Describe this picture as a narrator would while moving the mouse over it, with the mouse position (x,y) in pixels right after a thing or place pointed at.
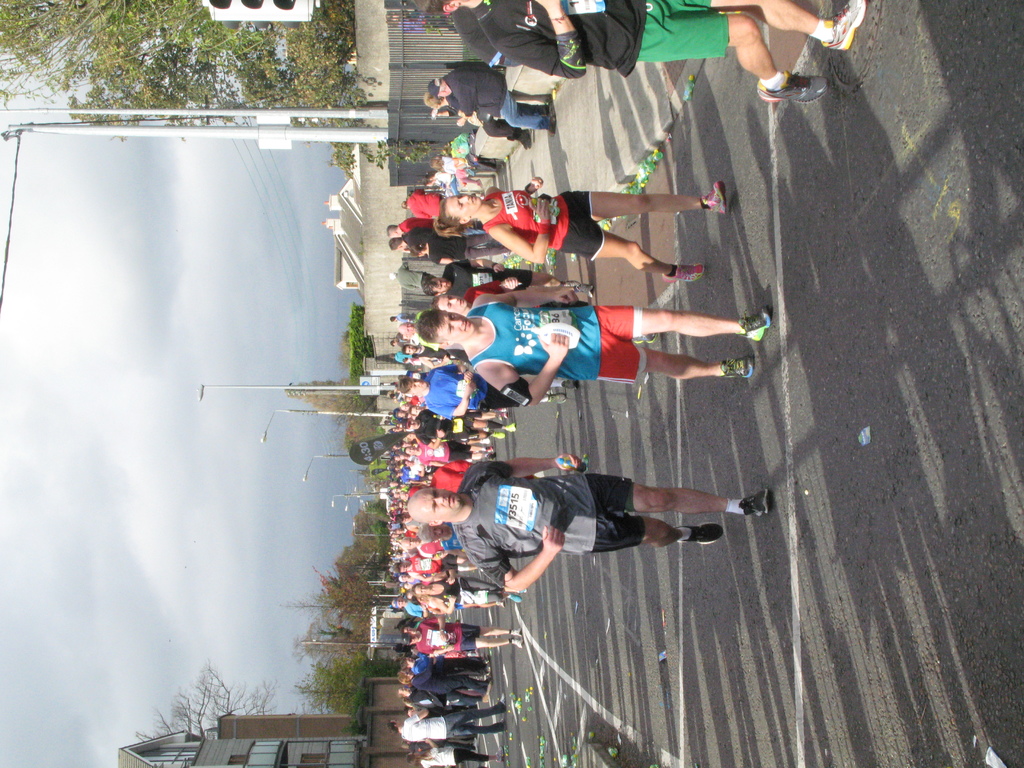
In the center of the image (491,340) a group of people (571,308) are running. At the top of the image (287,77) we can see wall (377,107), poles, trees (234,48), traffic light (225,9) are there. In the center of the image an electric light pole (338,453) is there. At the bottom of the image (336,732) building (324,747) is there. On the right side of the image (842,459) road (784,472) is there. On the left side of the image (109,453) clouds (120,466) are present in the sky (204,431).
